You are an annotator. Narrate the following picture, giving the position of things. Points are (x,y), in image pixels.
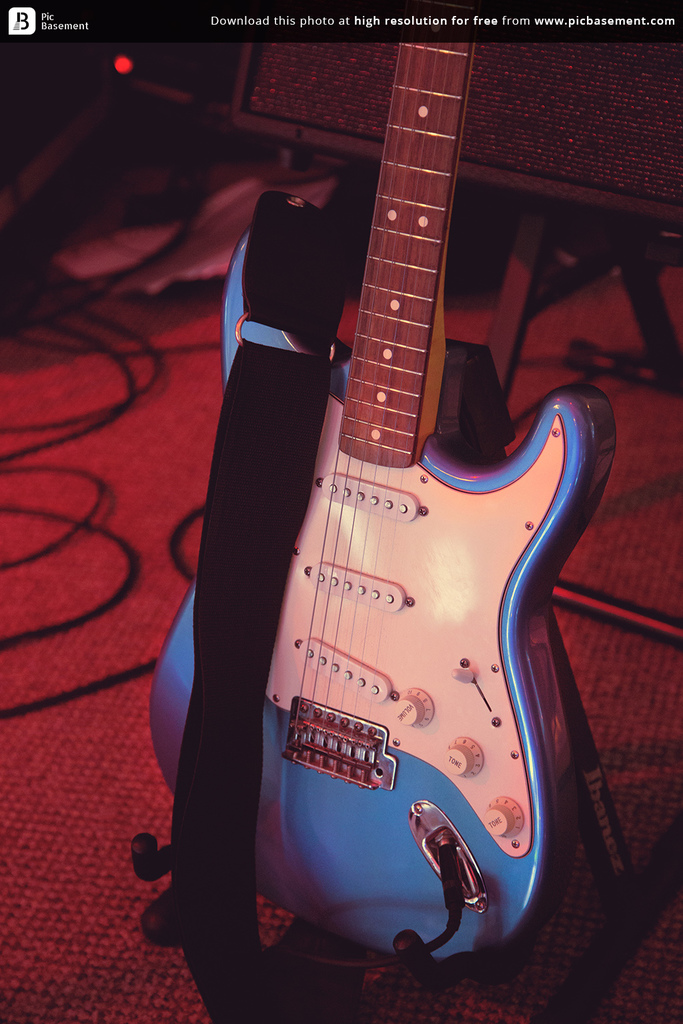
In this picture we can see a guitar (233,833). This is floor (77,771) and these are the cables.
